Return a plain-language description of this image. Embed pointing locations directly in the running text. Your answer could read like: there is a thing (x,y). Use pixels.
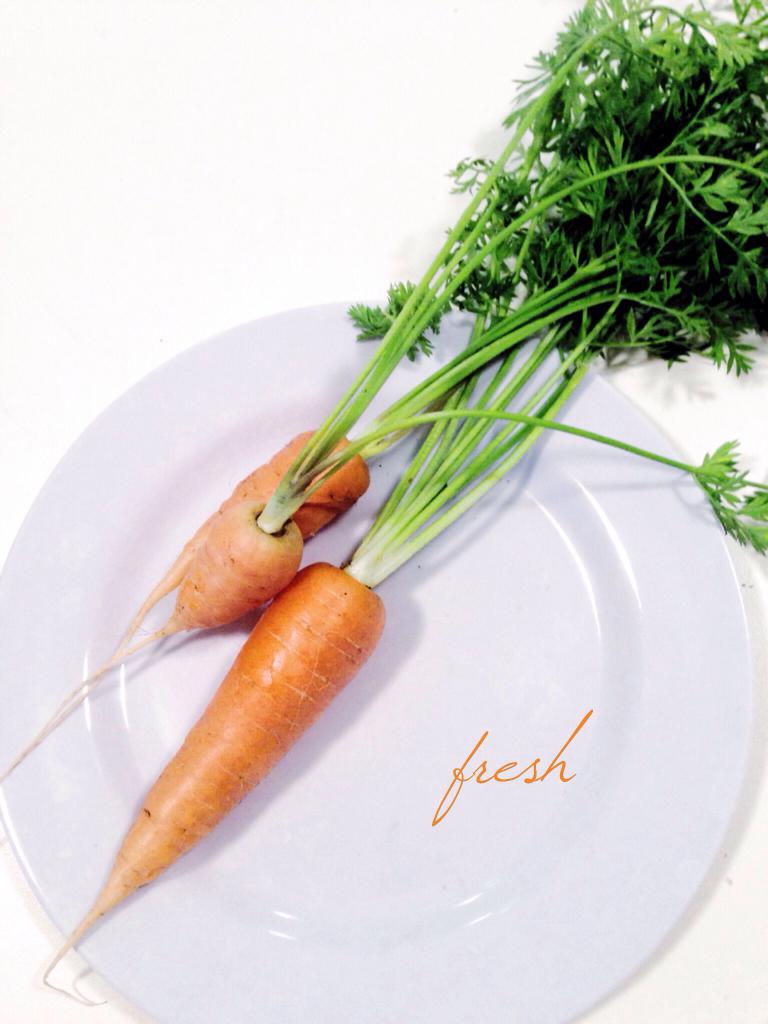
In this image, we can see a plate (532,660), on the plate (433,629), we can see three carrots (260,523) and green leaves (605,229).
